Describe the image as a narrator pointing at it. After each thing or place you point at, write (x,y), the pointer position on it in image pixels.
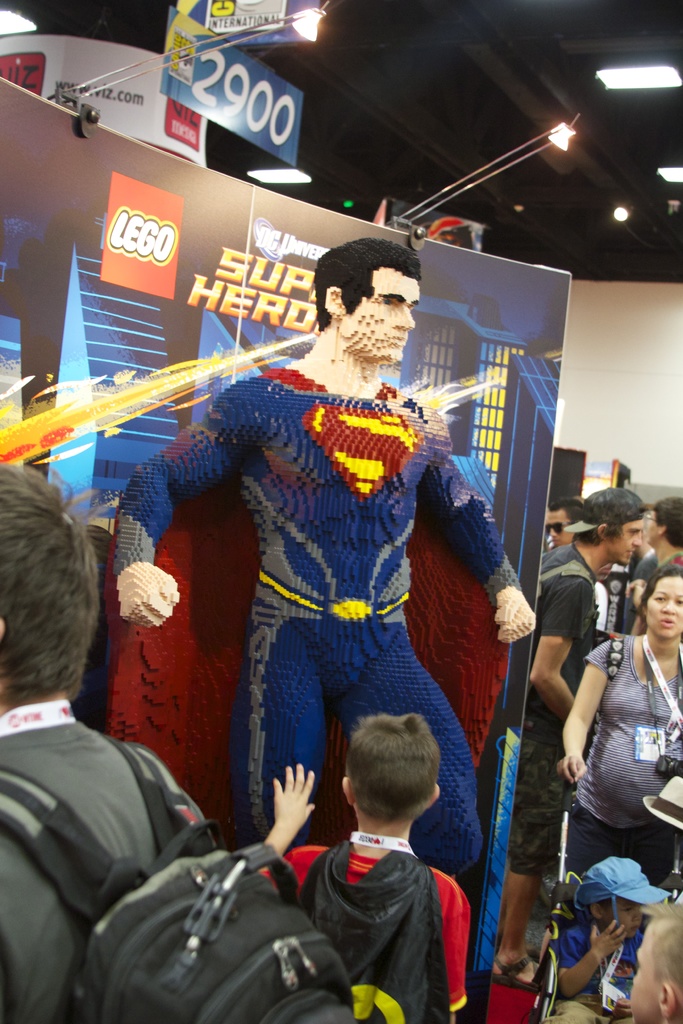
On the left side of the image (4,829) there is a man (15,585) with bag (18,786). Beside him there is a boy (427,908) standing. In front of him there is a poster (427,398) with images (265,479) and something written on it. On the right side of the image (613,674) there are few people (615,779). At the top of the image (403,100) there are posters (236,101) and there is a ceiling (328,57) with lights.
